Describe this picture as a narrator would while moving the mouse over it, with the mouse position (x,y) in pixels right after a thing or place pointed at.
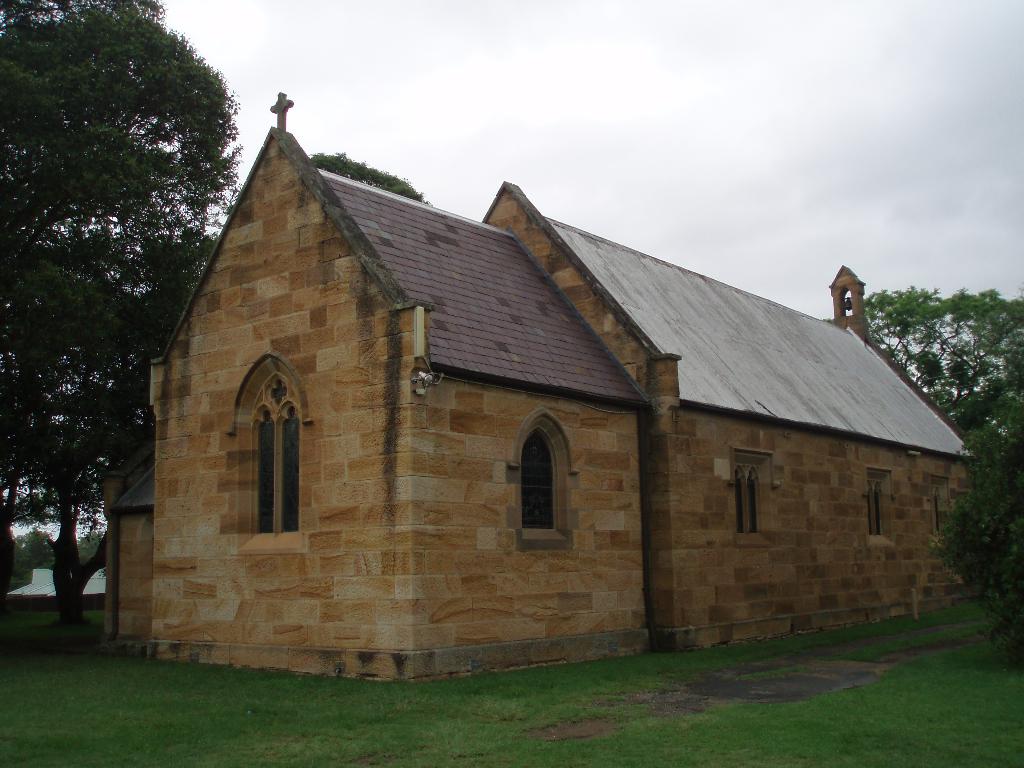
In the image in the front (474,714) there's grass (530,721) on the ground (582,712). In the center (592,434) there is a church (516,477). In the background (23,323) there are trees (47,564), and the sky (522,44) is cloudy.
